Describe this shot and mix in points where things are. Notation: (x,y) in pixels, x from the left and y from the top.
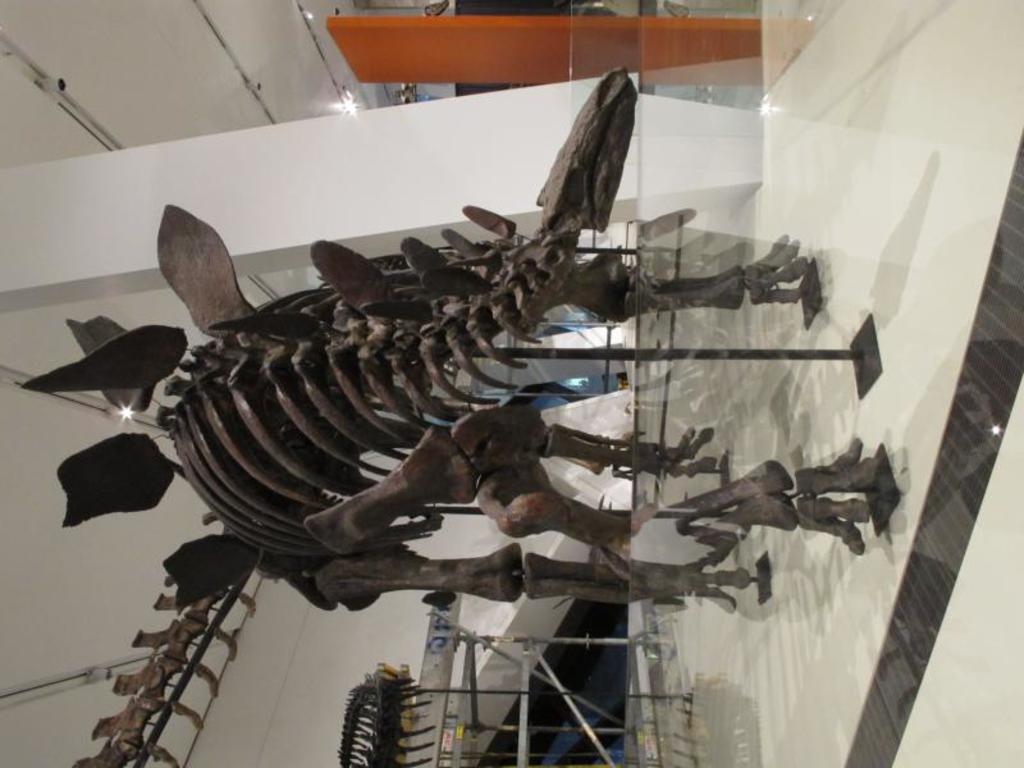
As we can see in the image there is wall (407,661), table (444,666), lights (341,105), white color tiles (883,167) and an animal skeleton (380,400).
